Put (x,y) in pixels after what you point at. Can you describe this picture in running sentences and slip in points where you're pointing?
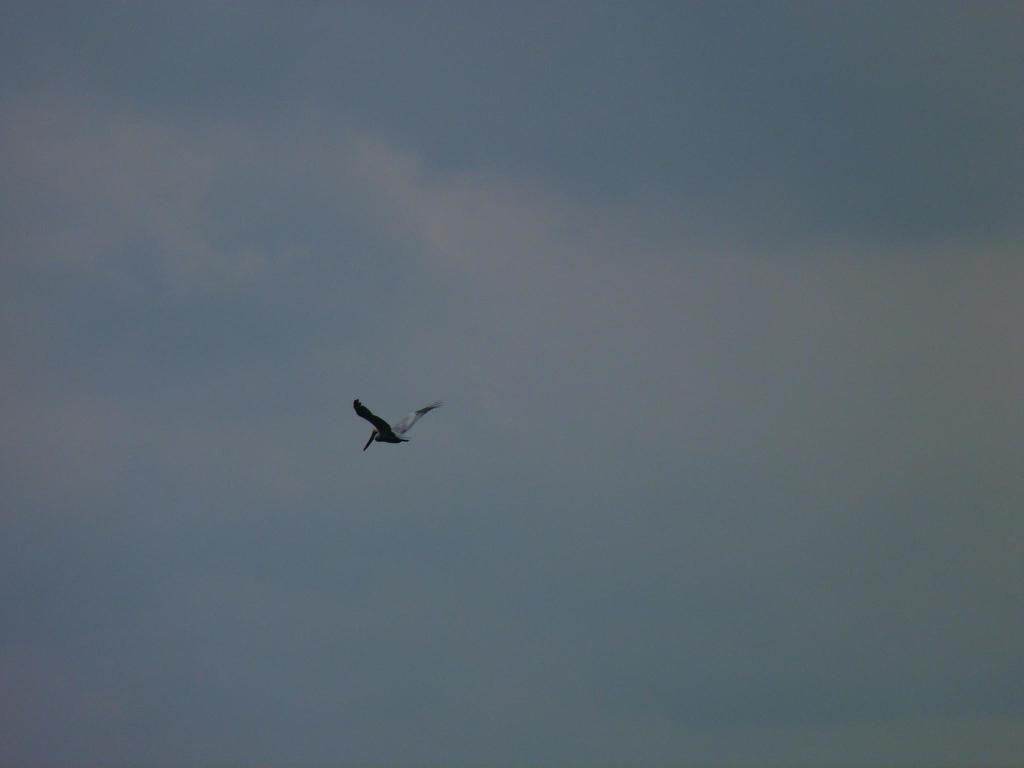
In this picture we can see a bird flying in the air (460,440) and in the background (601,510) we can see the sky (638,344).
